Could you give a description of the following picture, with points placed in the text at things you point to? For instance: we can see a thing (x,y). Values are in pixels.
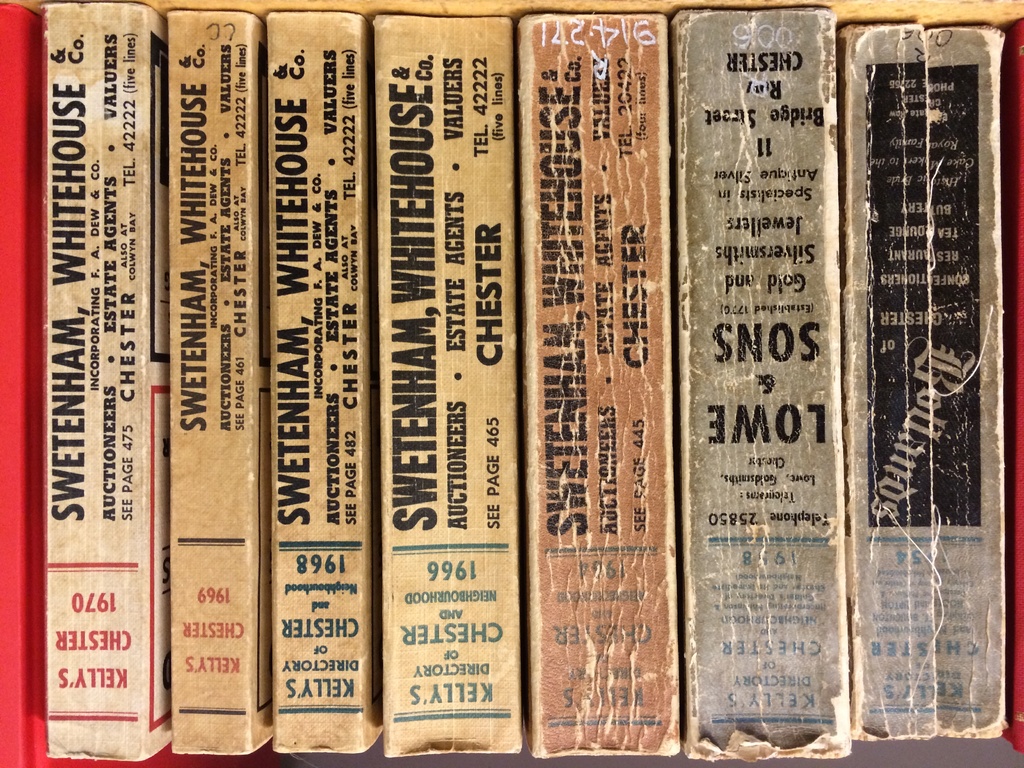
In this image I can see few books (339,272). On the books (169,393) I can see some text (295,428).
